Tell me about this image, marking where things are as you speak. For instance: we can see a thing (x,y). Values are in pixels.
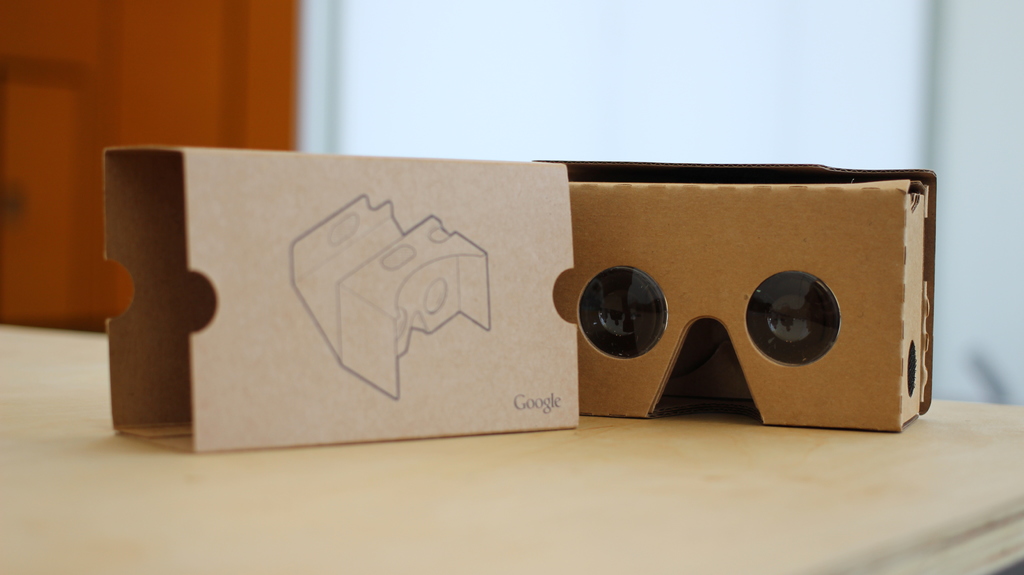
In this picture we can see few cardboard (629,338) on the table (923,475).
